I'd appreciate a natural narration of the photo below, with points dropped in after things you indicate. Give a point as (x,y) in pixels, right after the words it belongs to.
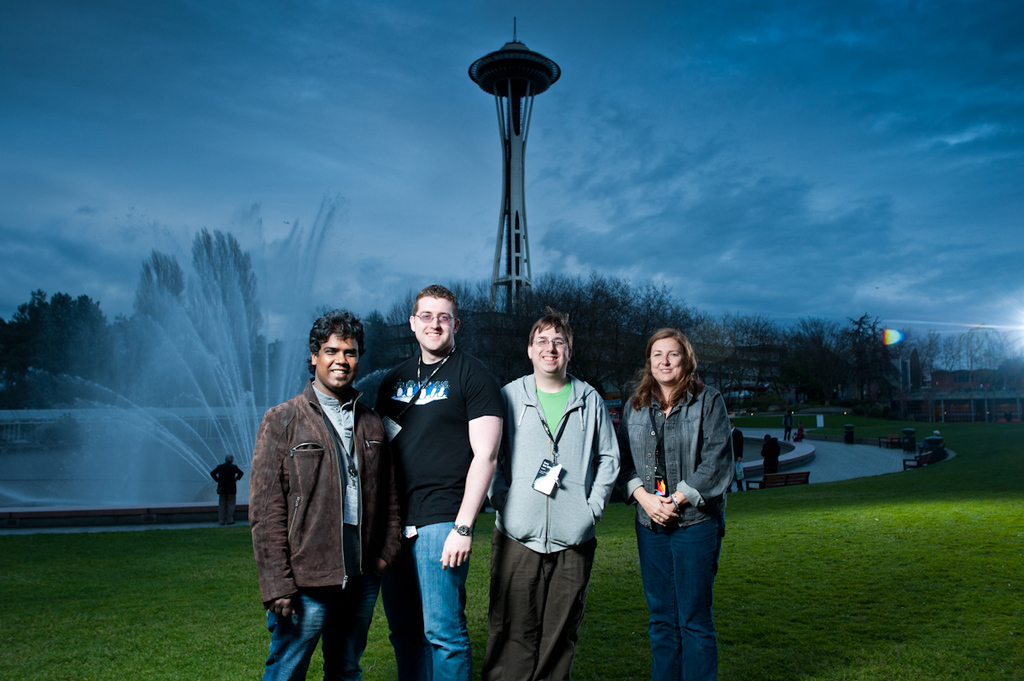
In the center of the image (561,410) we can see some persons (515,515) are standing and smiling. In the middle of the image (515,357) we can see fountain (249,391), water (270,388), tower (516,157), trees (743,375), some persons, benches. At the top of the image (931,125) we can see the clouds (917,140) are present in the sky (922,233). At the bottom of the image (872,636) we can see the ground (855,631).
